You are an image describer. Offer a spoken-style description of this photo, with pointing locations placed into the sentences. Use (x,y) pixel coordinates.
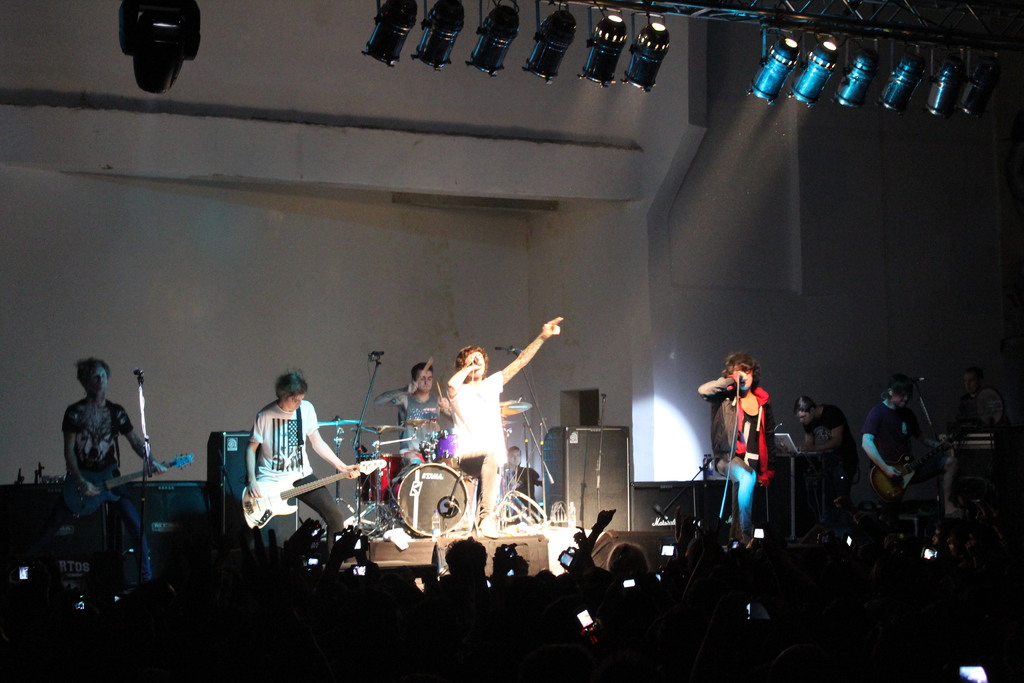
In the image there are group of people (898,413) who are playing their musical instruments (441,455). In middle (479,451) there is a person (455,399) who is holding a microphone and opens mouth (477,366) for singing on left side (303,420) there is a white color shirt man (283,431) who is playing his guitar (296,492). From left to right there are group of people (734,617) who are holding their mobiles (588,633) as audience (816,608). In background (550,402) there is a wall (488,317) which is in white color on top (602,42) there are some lights (569,38).
